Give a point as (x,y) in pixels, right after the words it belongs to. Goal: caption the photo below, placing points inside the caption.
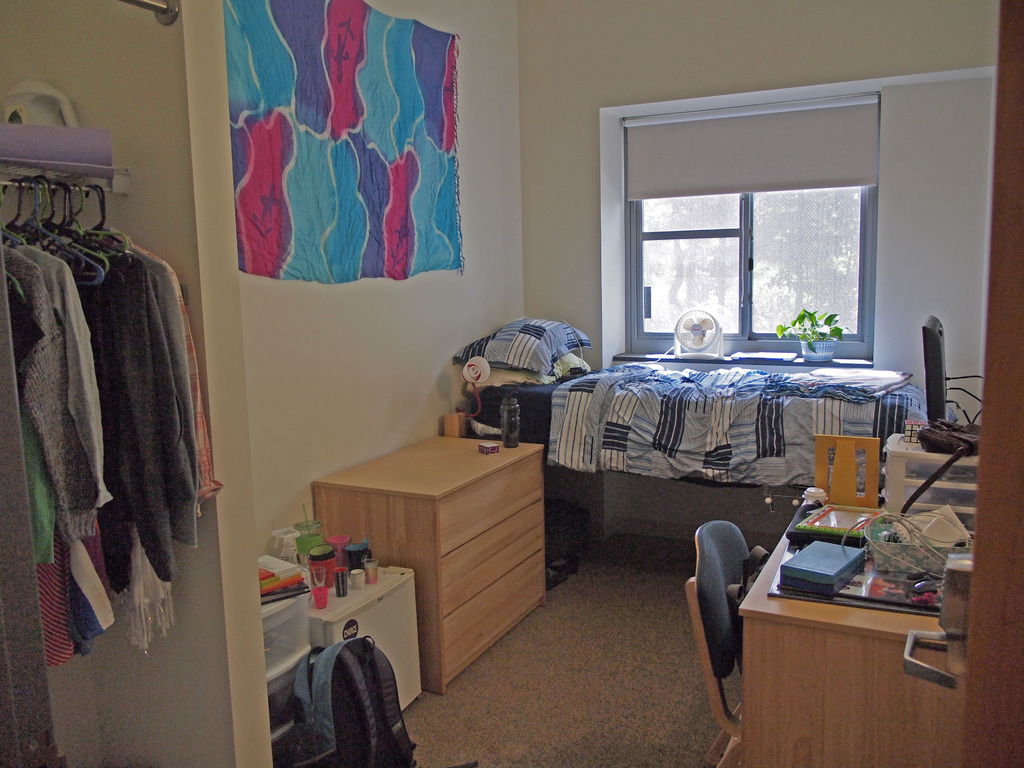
In this picture we can see a room (884,635) with clothes (143,420) hanged, table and on table (813,615) we can see books (822,553), covers (875,541) beside to this we have chair (729,570) and cupboards (508,573) here we can see bag (356,675), wall (641,5), window (715,232), fan (700,332), flower pot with plant (791,322) in it, pillow (540,333), bottle (515,408).
